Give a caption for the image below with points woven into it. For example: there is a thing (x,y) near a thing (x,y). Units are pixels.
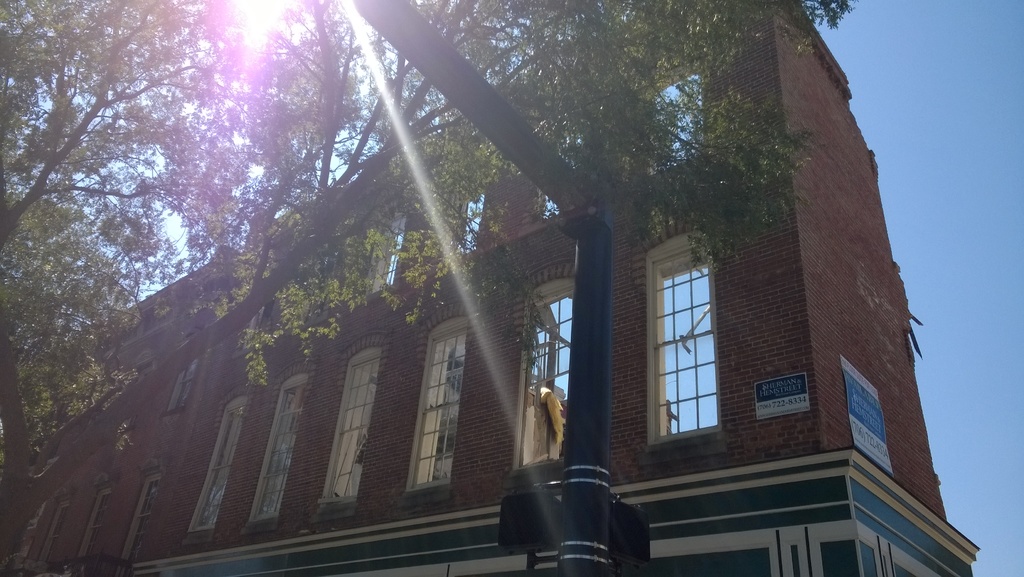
In the center of the image (432,340) we can see the sky (932,11), one building (471,326), windows (541,298), one tree (61,301) with branches (279,271) and leaves (53,289), posters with some text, one pole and a few other objects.
